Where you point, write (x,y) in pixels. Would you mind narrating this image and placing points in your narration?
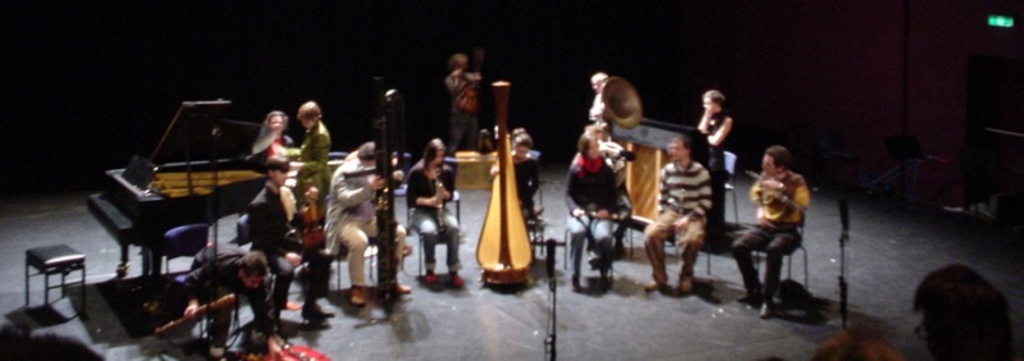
In this image I can see group of people (692,260) some are sitting and playing musical instruments (381,208) and some are standing and playing musical instruments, I can also see a stool (61,264) and the background (213,58) is in black color.
